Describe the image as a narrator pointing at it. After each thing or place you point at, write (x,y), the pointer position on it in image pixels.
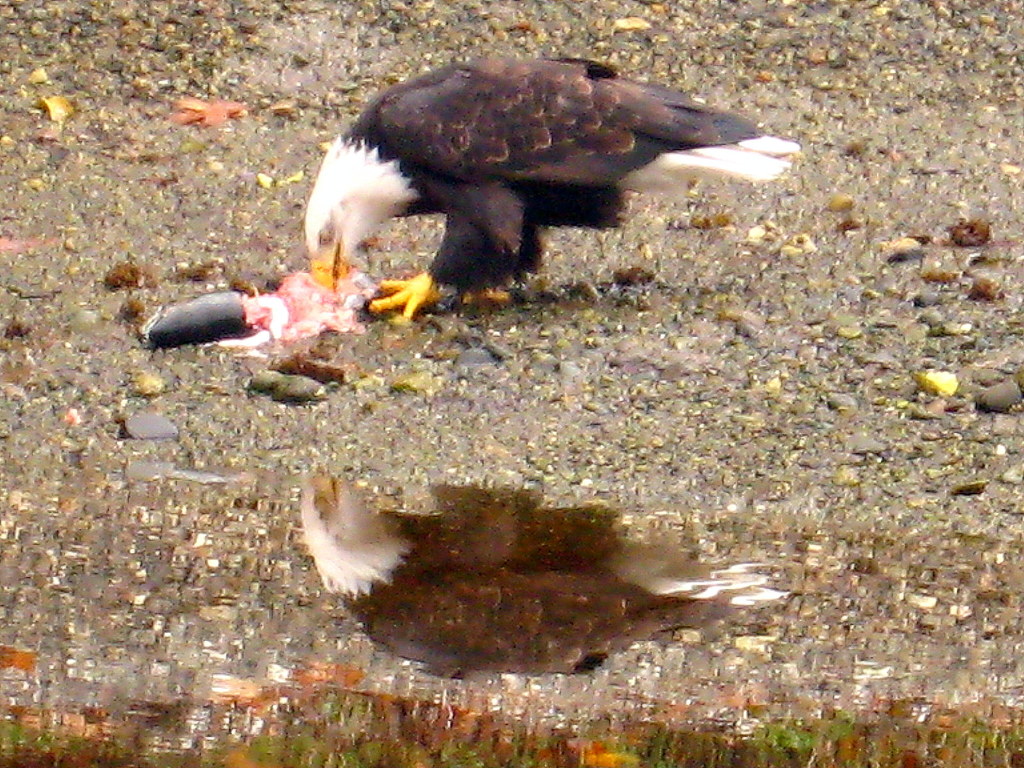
In this image I can see the bird (315,217) which is in brown, black and white color. It is on the ground (719,343). To the side of the bird (483,221) I can see the water (351,685).
